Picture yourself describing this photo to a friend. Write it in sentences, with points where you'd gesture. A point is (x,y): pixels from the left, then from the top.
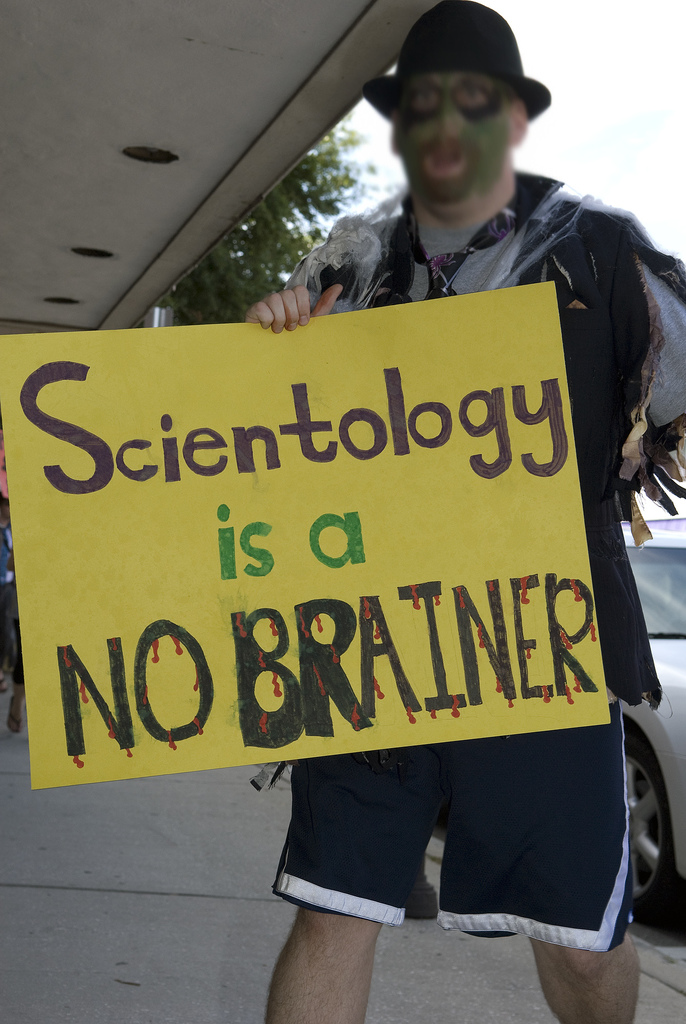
In the image we can see there is a man (531,188) standing and he is holding banner (412,563) in his hand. Its written ¨No Brainer¨ on the banner (309,639) and he is wearing hat (481,52). Behind there is car (643,777) parked on the ground (646,992) and there is a tree (311,206). Background of the image (346,187) is little blurred.
